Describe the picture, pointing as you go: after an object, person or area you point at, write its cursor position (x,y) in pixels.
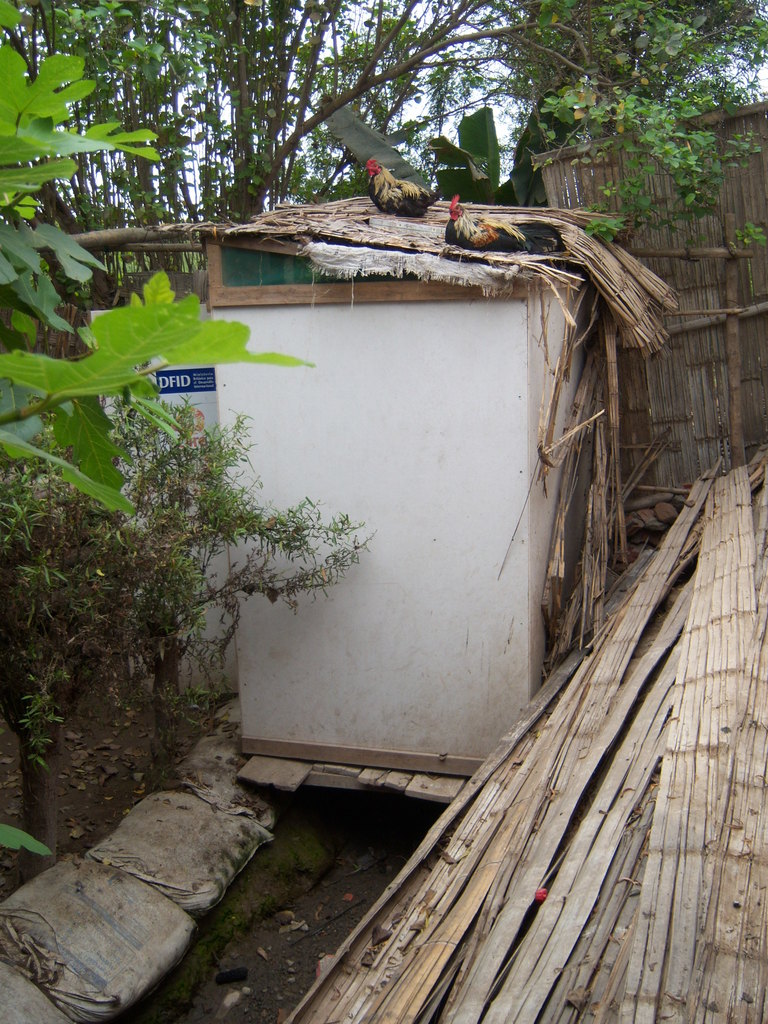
Above this cabin (393,421) there are hens (479,231). Here we can see plants (35,574), trees (405,128), bags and wooden objects (718,325).
